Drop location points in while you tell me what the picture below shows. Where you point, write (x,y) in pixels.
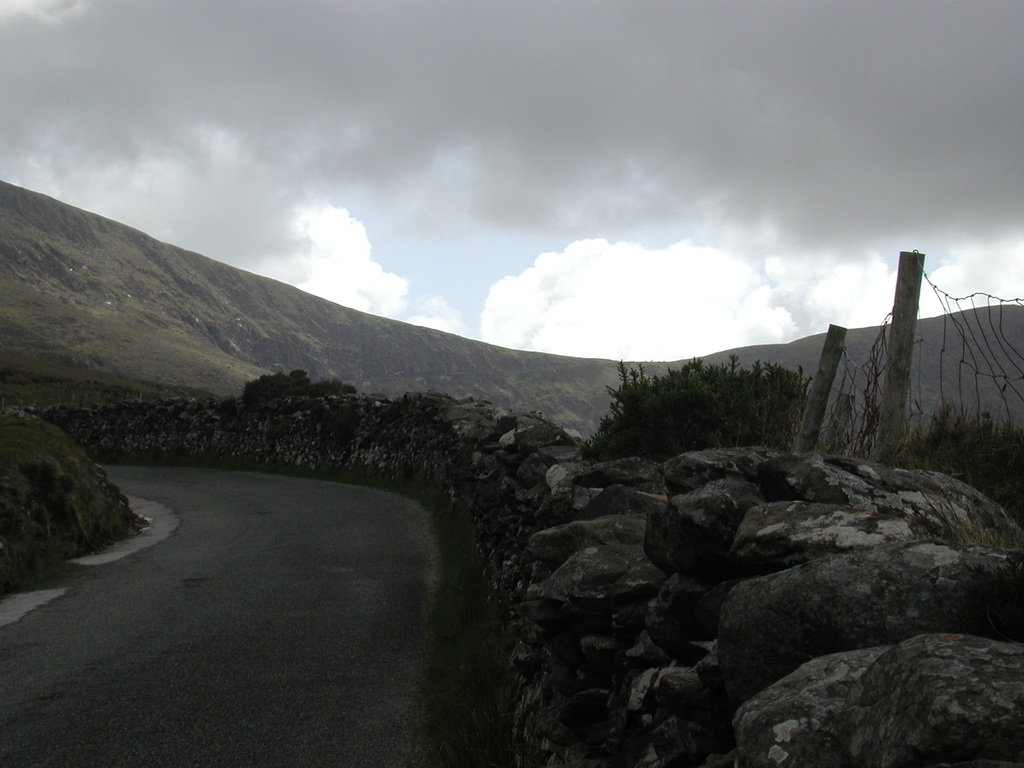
In the center of the image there is a road (230,615). On the right side of the image (923,557) there are rocks (793,612). There is a fence (898,406). In the background of the image (854,387) there are trees (648,388), mountains (549,373) and sky (681,225).
